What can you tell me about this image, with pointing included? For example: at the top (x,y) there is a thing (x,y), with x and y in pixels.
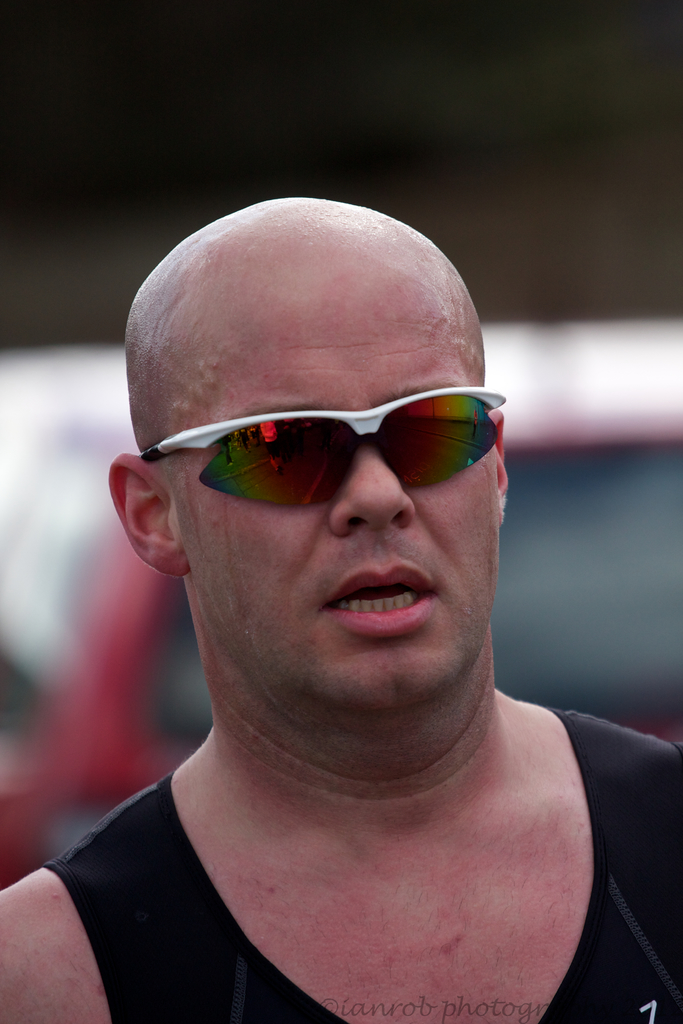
In this image, we can see a person (266,977) wearing goggles (330,456). Background (651,541) we can see blur view. At the bottom of the image (478,1008), there is a watermark (413,1012) in the image. On the shades (419,444), we can see few reflections (316,479). Here there are few people (288,440) are on the road (260,483).
